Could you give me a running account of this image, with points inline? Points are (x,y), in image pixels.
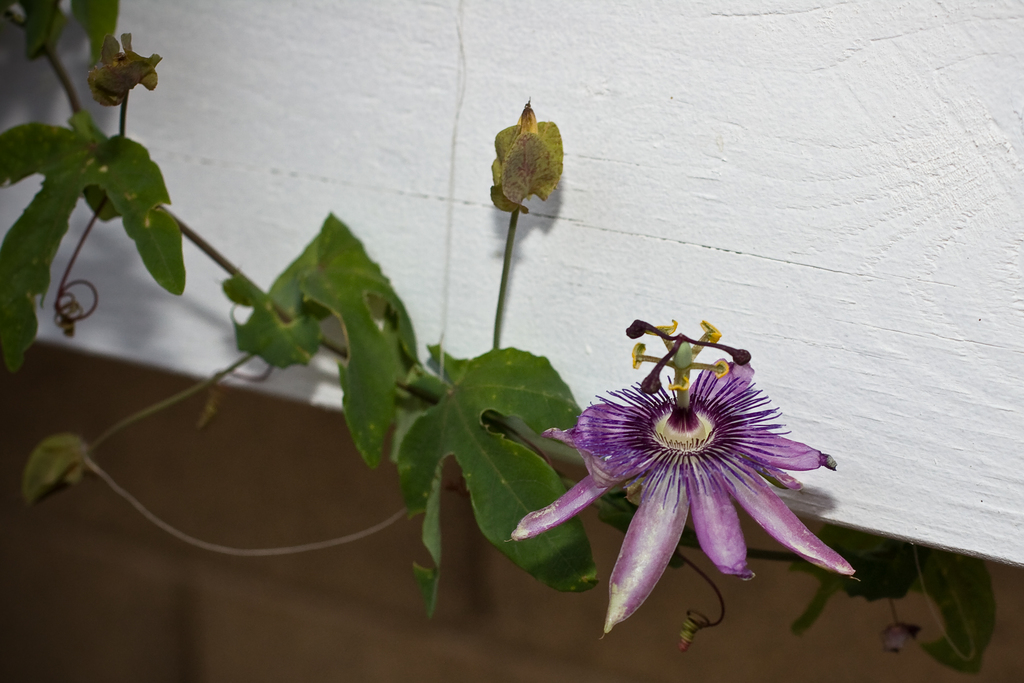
In this image, we can see a plant (668,487) with flower (666,454). Background (915,203) we can see a white wall (744,207). At the bottom (311,651), we can see brick wall (308,593).
